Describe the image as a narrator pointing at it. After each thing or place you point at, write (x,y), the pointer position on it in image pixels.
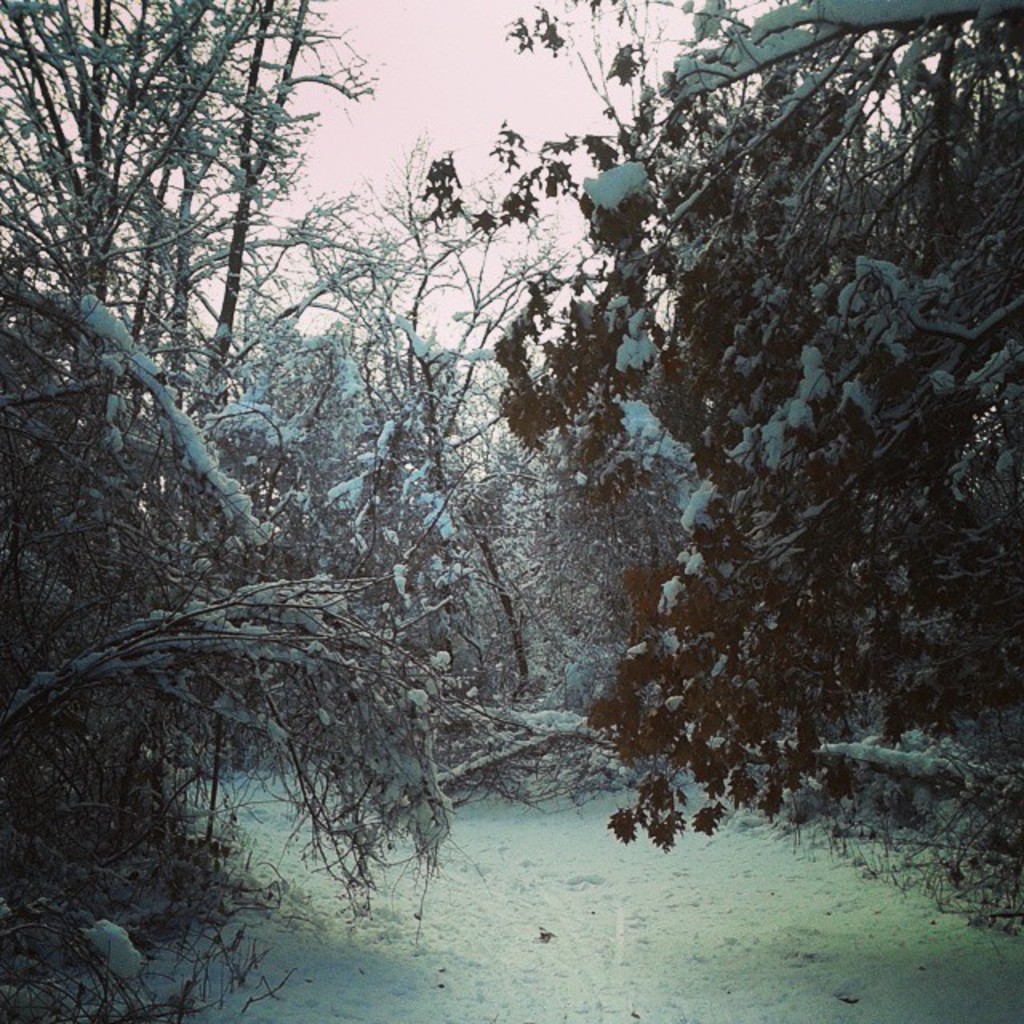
There is snow (328,337) on the trees (873,358).
